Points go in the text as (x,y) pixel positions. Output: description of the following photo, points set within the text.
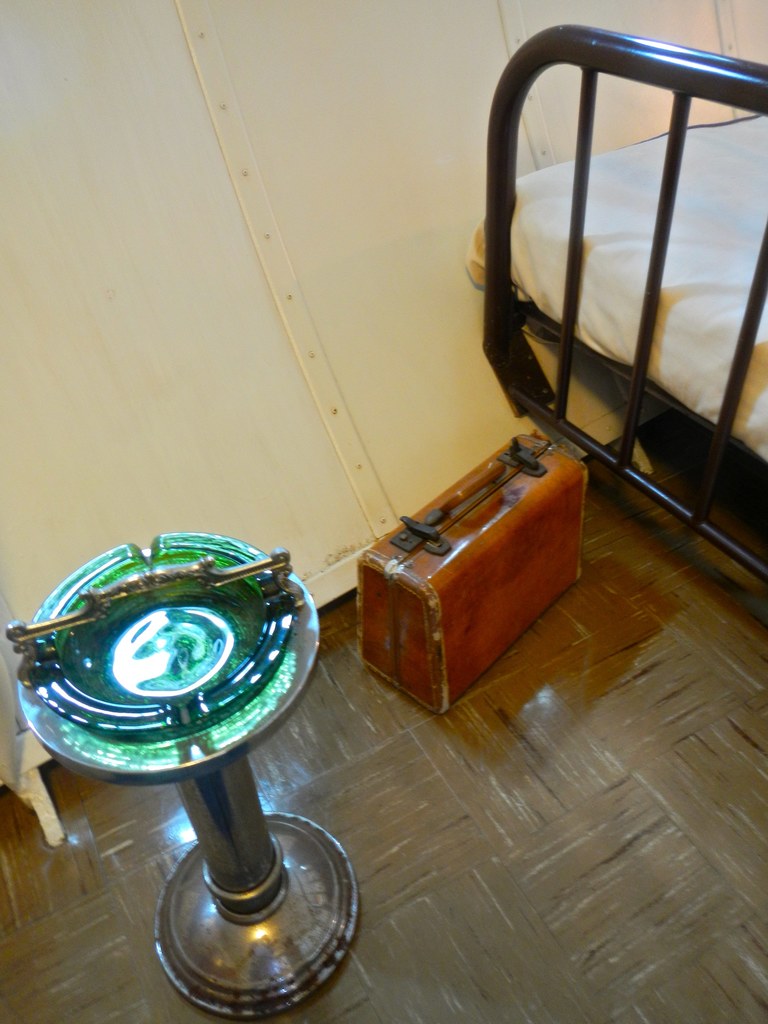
Here we can see a suitcase (380,677) which is kept on the floor (589,601) and a metal structured device (229,766). This is a bed (621,257).
